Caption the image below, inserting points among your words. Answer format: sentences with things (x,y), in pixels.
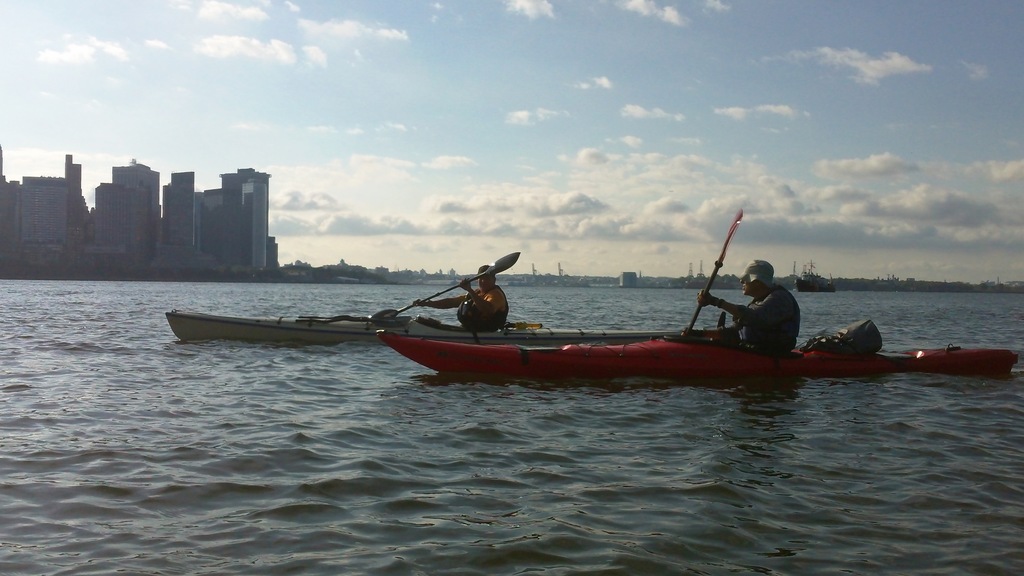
In the picture we can see a water (592,524) in it, we can two boats (807,374) and a person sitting and riding it with a stick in their hands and in the background (903,139) we can see some building towers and a sky (348,190).
